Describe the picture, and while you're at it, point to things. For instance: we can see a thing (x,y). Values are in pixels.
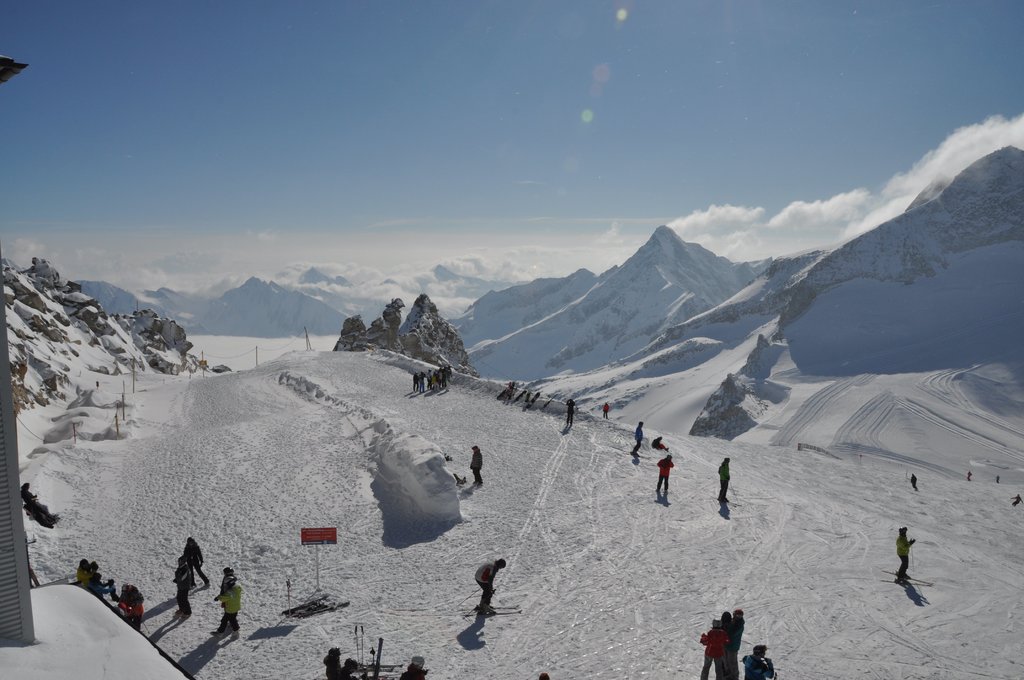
In this image we can see there are people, mountains (770,391) and snow (544,551). There is a board (337,532). In the background (475,92) we can see the sky (499,257).
